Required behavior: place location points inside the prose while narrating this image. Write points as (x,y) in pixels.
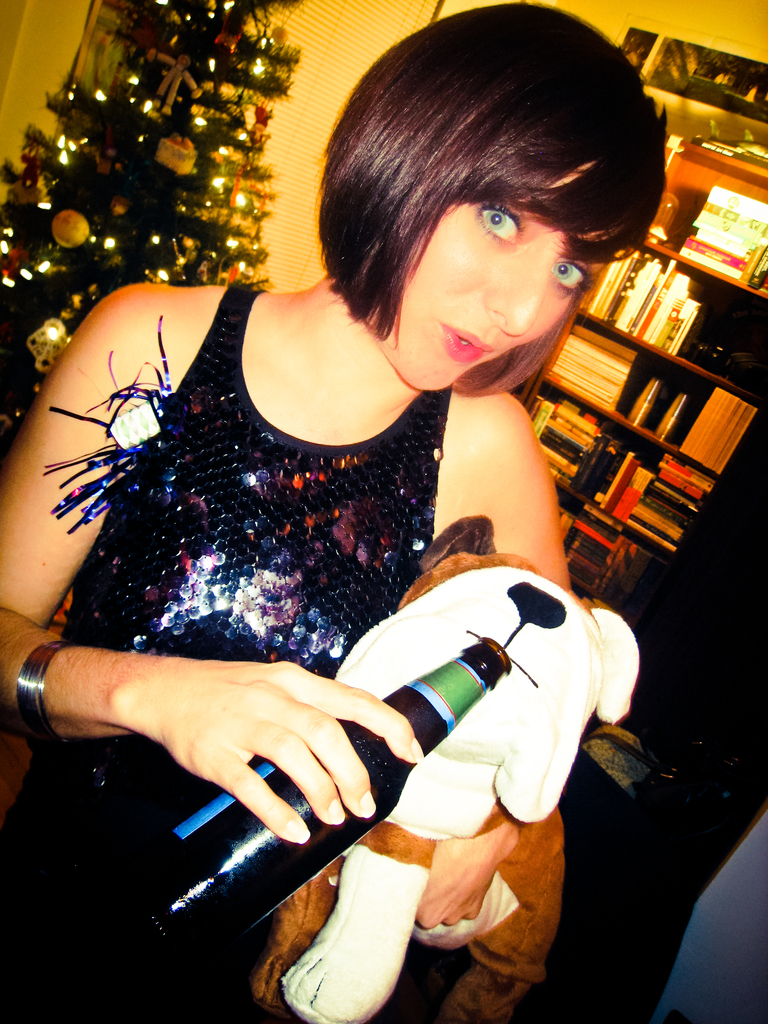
In the center of the image (362,552) we can see one woman (362,552) is standing and she is holding one bottle (319,861) and one doll (474,723). In the background (152,103) there is a wall (48,10), window blind (289,209), Xmas tree (155,134), shelves (692,398), books (719,416) and a few other objects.
